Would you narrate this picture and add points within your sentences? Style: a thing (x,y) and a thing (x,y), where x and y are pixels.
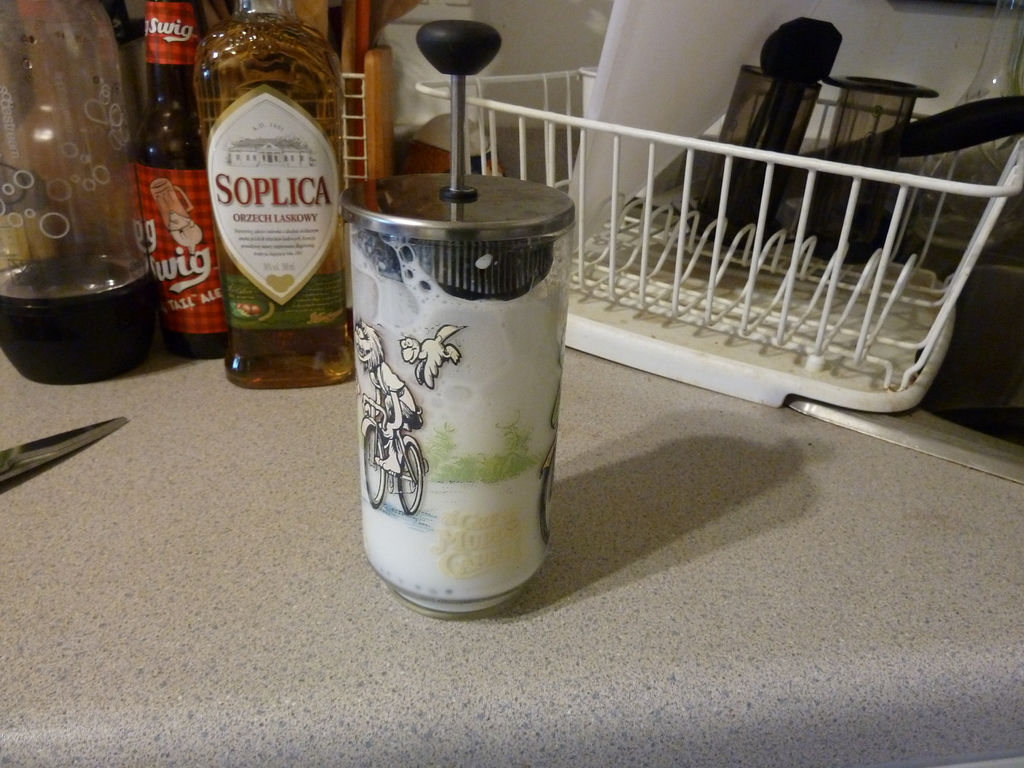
In this picture we can see a glass (383,299), couple of bottles (321,244) and a basket (795,263) on the table (553,600).
